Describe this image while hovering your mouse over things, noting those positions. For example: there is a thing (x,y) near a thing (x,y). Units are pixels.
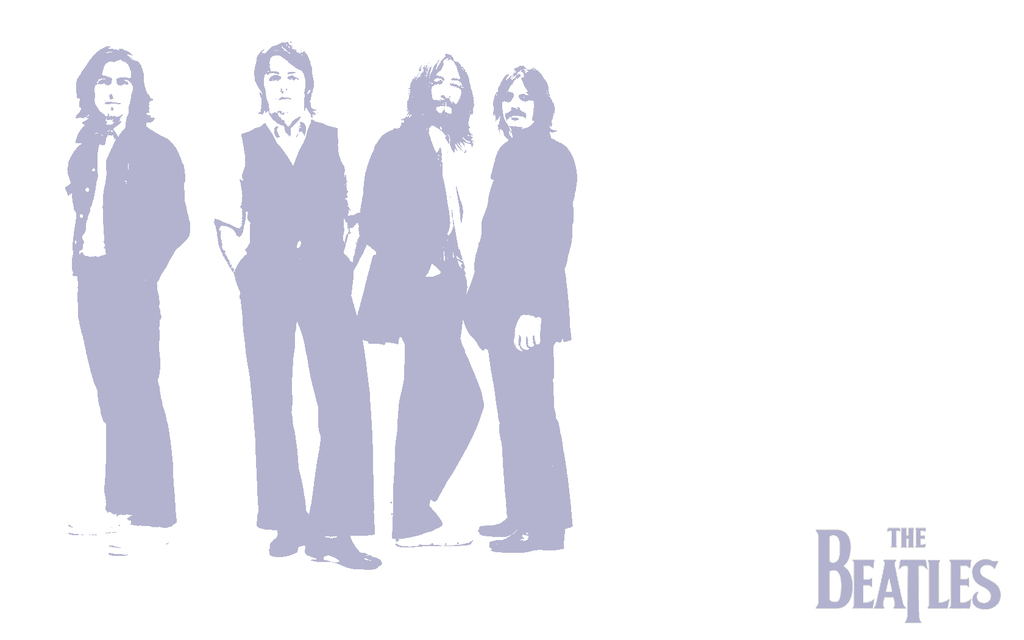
This picture seems to be an edited image. On the left (229,236) we can see the group of persons (340,187) standing. On the right (827,569) we can see the text (909,598).
